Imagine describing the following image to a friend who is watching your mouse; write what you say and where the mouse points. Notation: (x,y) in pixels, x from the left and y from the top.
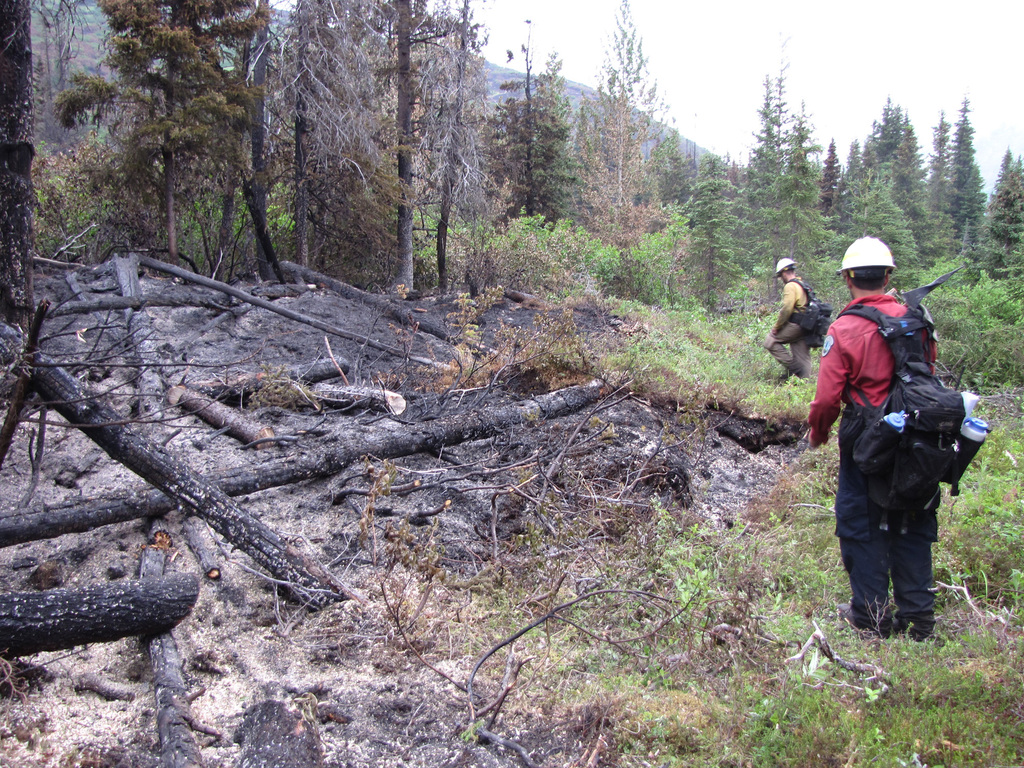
In the picture we can see some persons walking on the plant area (825,580) in the plants (1002,501) wearing a bag (917,377) and caps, near to them, we can see some trees (4,626) are burnt and we can see ash (111,544) and some tree branches (215,494) there and in the background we can see a some trees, plants (949,264), hills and sky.
